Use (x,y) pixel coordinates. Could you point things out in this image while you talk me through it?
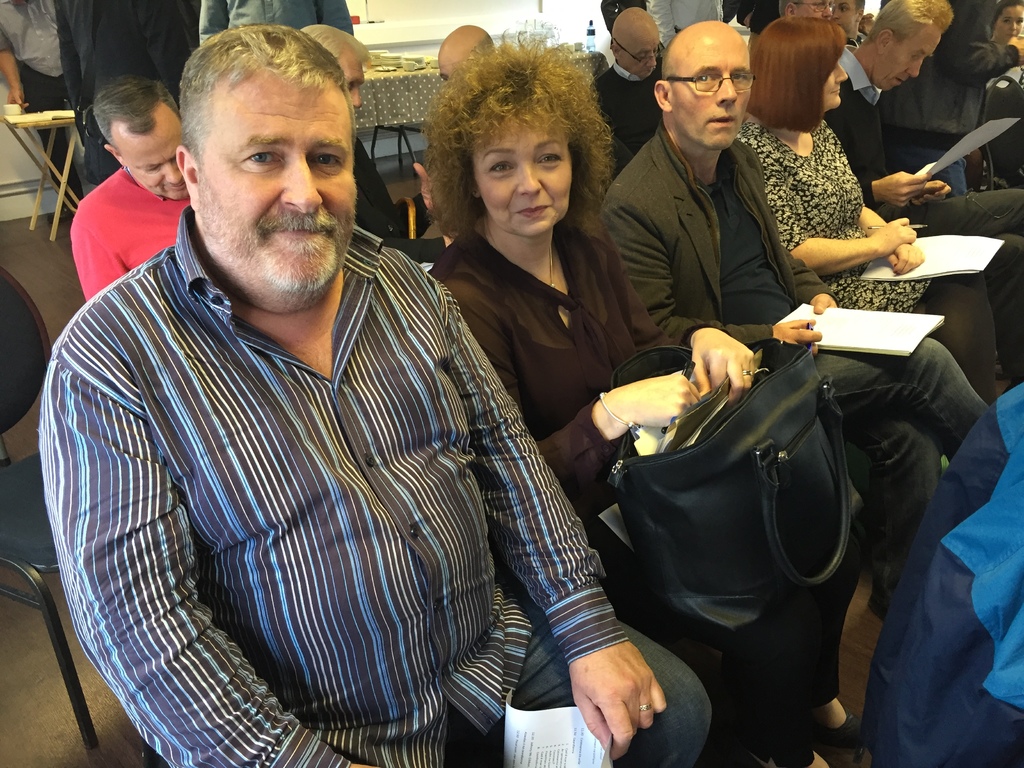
In this image, we can see many people (611,143) sitting on chairs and holding books (882,260) and bags (781,360) in their hands (879,243). In the background (392,86), we can see a table (382,78).
